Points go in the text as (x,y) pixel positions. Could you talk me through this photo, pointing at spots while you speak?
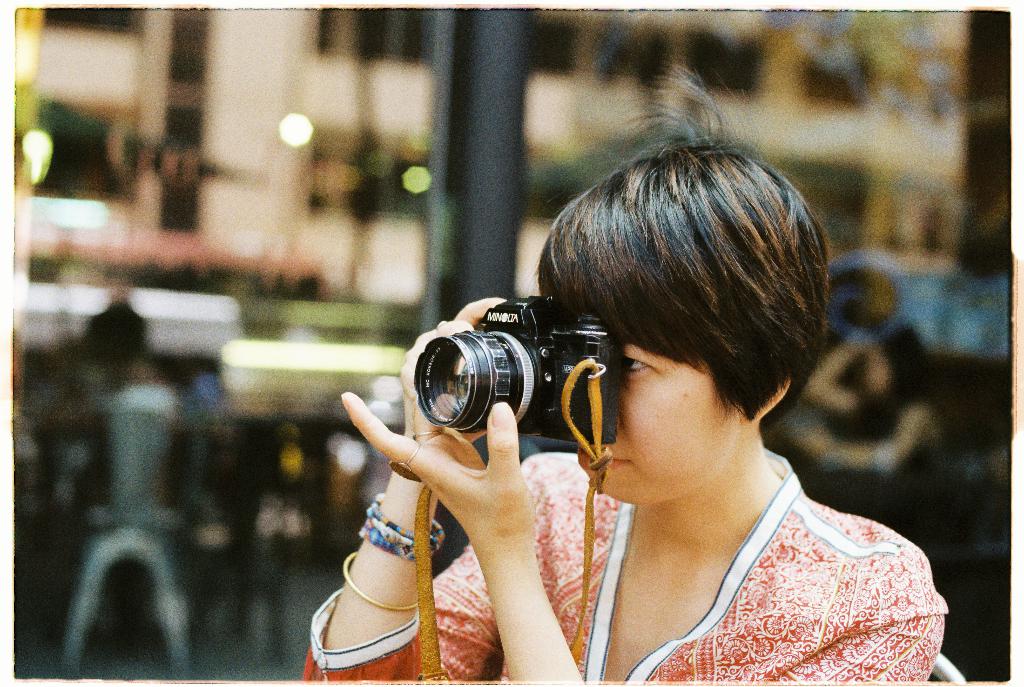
This person (651,506) sitting on the chair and holding camera (530,361).
